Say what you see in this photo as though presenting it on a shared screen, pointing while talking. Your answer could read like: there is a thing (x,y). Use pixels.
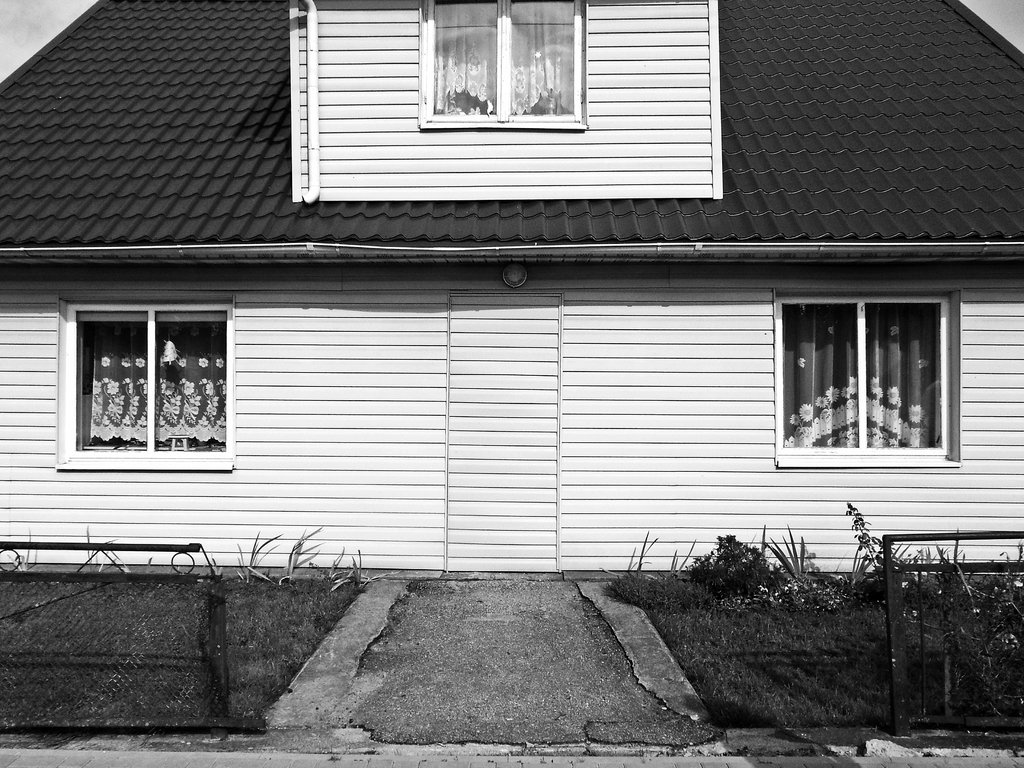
This is black and white image where we can see a house (714,374), fence (890,615), plants (748,604), grassy land (737,657) and pavement (561,657).
